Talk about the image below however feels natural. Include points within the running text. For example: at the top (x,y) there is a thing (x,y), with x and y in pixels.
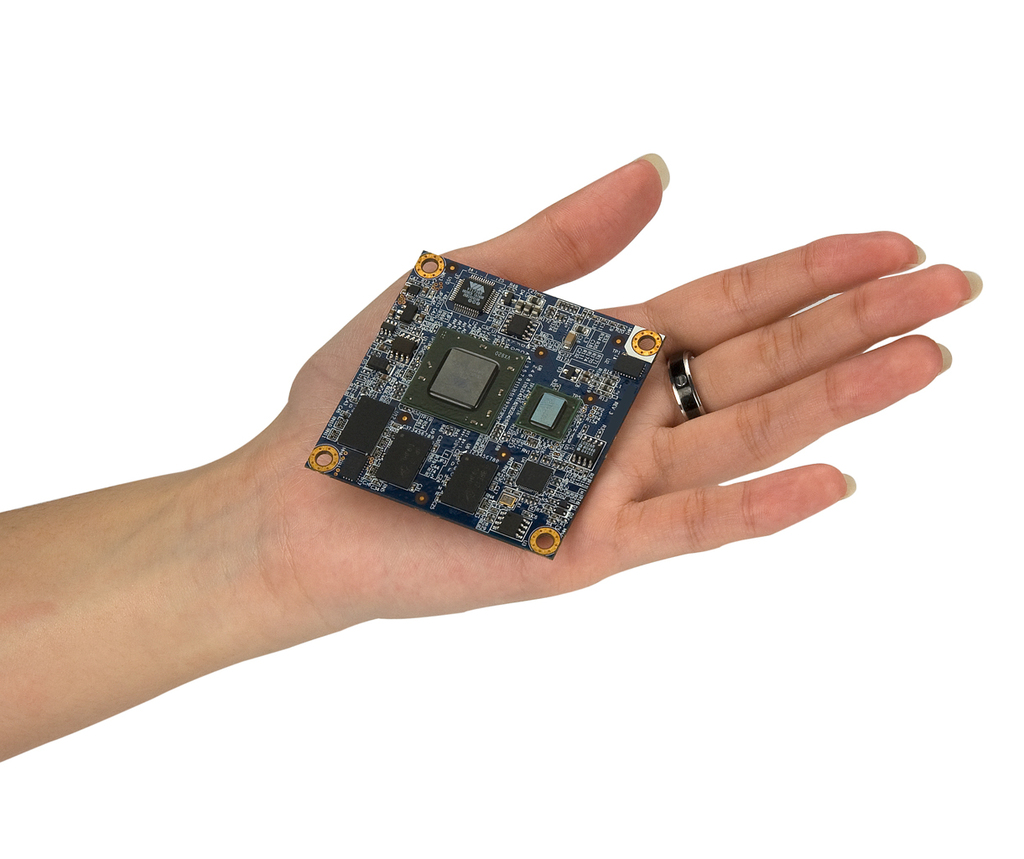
In this image I can see a hand (254,498) of a person (325,406) and here I can see a chip (489,282). I can also see ring (677,386) in middle finger (700,386) and I can see white colour in background (533,664).
